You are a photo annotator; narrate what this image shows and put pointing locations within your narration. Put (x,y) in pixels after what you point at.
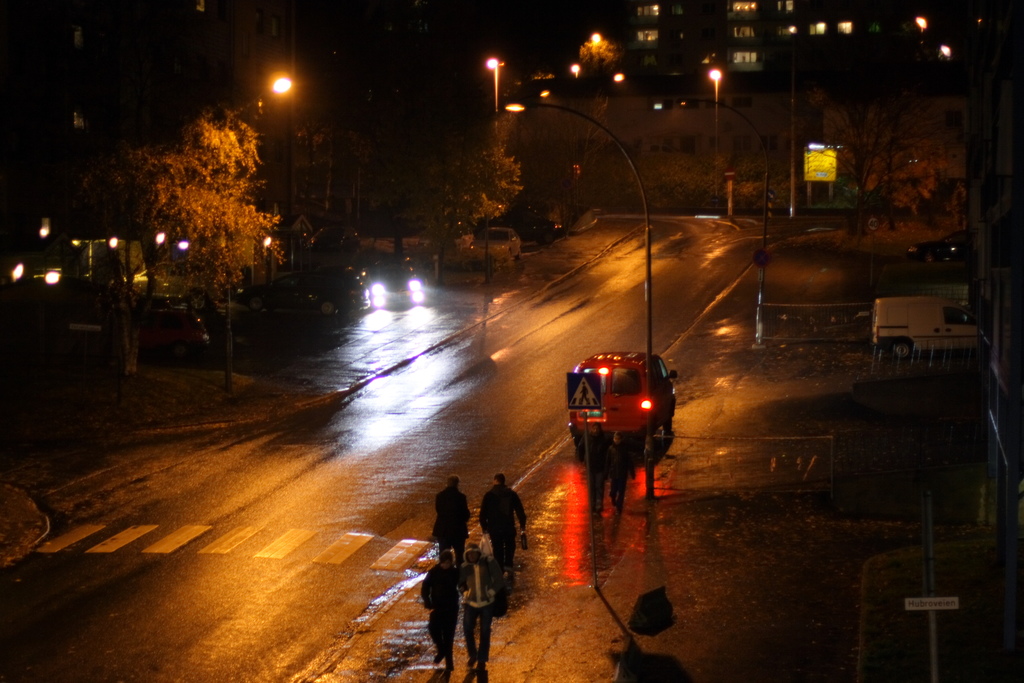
In this image I can see the road (404,462), few persons (453,522) standing, few vehicles (544,228), few poles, few lights (845,23) and few trees (229,233). In the background (667,127) I can see few buildings (720,57) and the dark sky (490,39).
